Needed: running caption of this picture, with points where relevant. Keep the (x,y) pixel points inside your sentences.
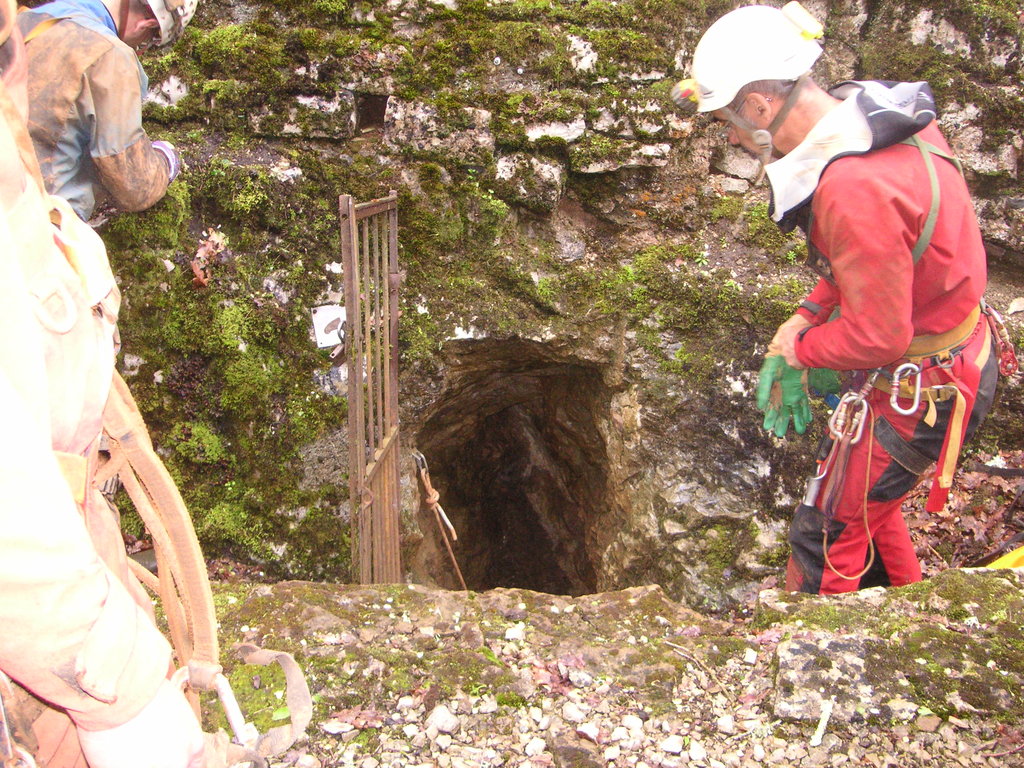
In this image we can see a cave (534,502). There is a gate (391,473) and a rope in the image. There are few people (893,351) in the image. There is a green fungus (564,115) in the image.
